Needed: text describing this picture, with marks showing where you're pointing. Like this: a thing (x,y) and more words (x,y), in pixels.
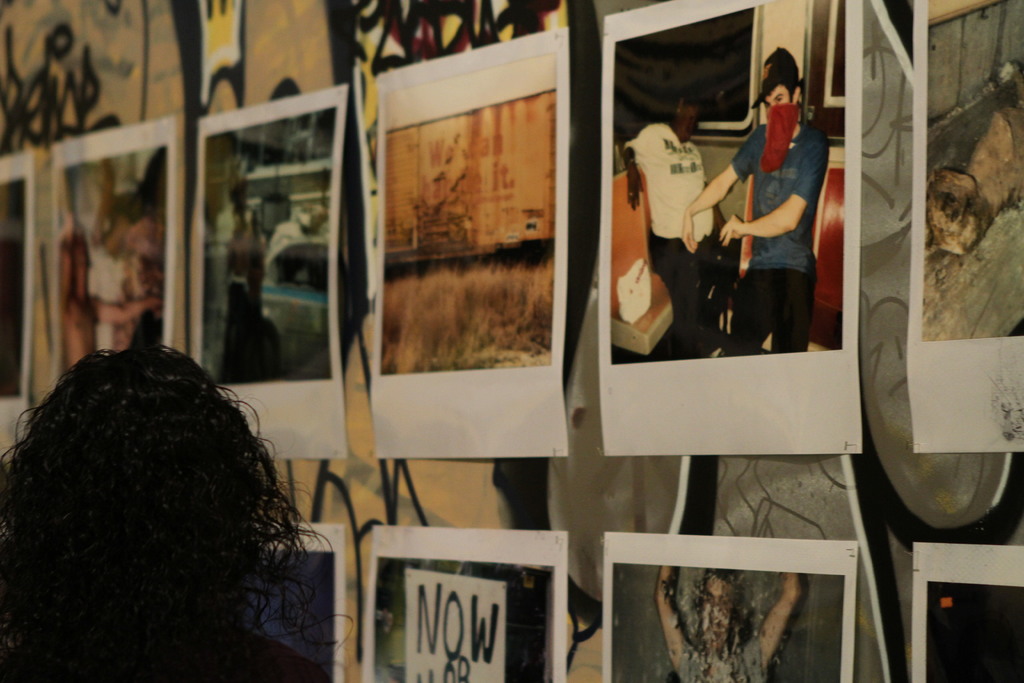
In this picture I can see the posters (558,273) on the wall (586,356). I can see the head (151,425) of a person (124,466) on the left side (140,480).
